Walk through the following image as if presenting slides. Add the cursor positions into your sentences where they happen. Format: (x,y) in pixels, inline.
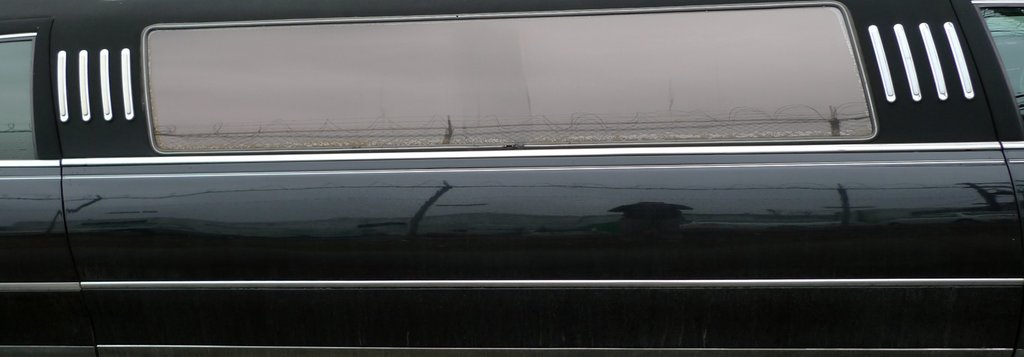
In this picture I can see a vehicle (503,44), there is a reflection (397,62) of fence (975,187) and the sky (534,90) on the vehicle (410,100).
